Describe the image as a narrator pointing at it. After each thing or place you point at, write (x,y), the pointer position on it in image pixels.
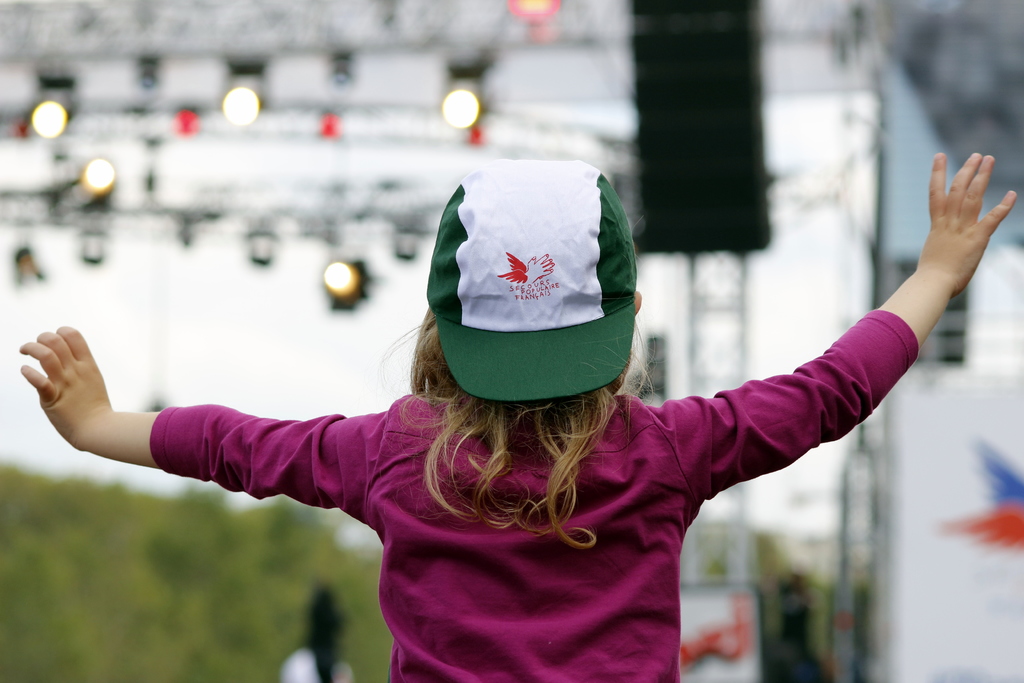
In this image I can see the person (481,491) wearing the pink color dress (485,545) and the white and green color cap (504,283). In the background (63,588) I can see the trees (141,560) and the lights (263,253). And I can see the blurred background (158,223).
